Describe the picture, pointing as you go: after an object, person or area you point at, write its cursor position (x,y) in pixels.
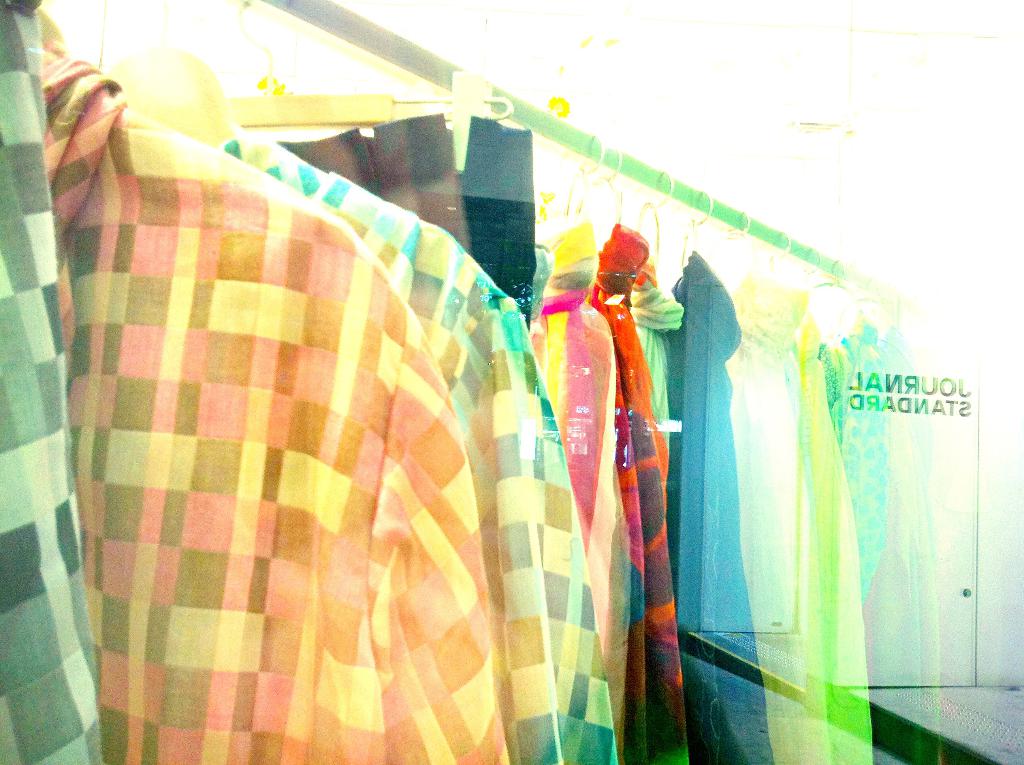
In the center of the image (652,411) we can see shirts (326,363) on the hangers (236,122).
